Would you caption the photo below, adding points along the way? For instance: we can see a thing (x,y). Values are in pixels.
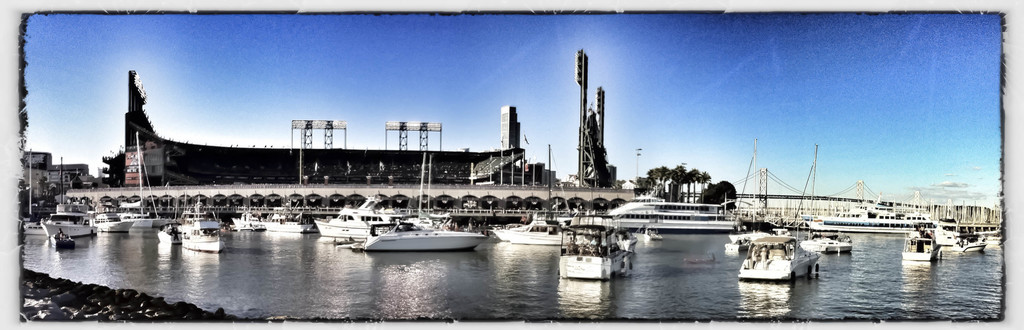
In this image I can see water (304,287) in the front (798,268) and on it I can see number of boats (371,229). In the background (47,209) I can see few buildings (442,200), few trees (731,185), a bridge (763,185) and the sky (459,85).
